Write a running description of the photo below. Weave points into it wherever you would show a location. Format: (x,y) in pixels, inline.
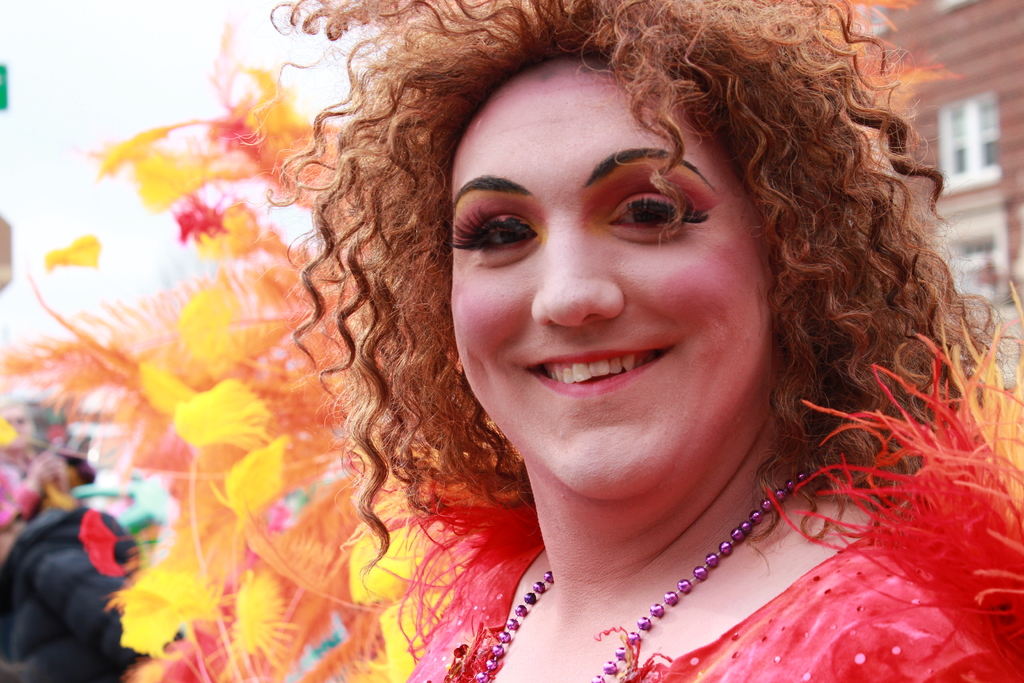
As we can see in the image there are few people (444,519) here and there. In the front (696,309) there is a woman (836,246) wearing red color dress (716,640). On the right side (931,83) there is a building (962,157). On the top (100,137) there is sky (104,127).
